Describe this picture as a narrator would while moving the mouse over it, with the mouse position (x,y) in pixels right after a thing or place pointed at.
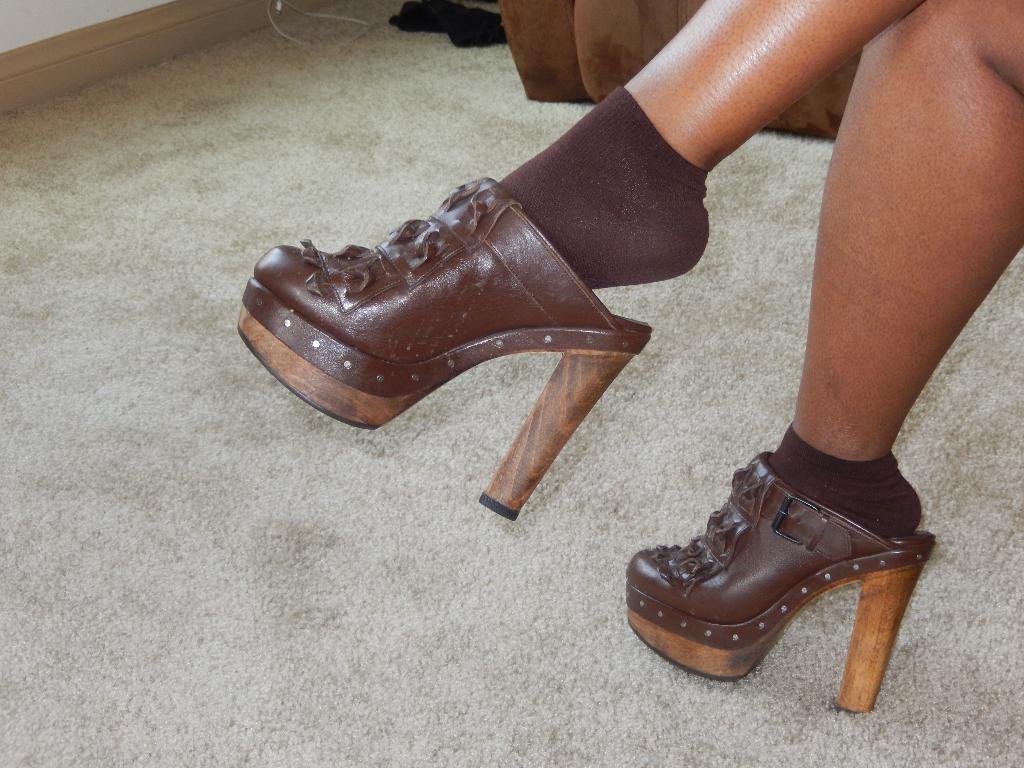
In this image I can see a pair of heels (773,591) and also I can see a leg (933,118) of a person (803,86).
